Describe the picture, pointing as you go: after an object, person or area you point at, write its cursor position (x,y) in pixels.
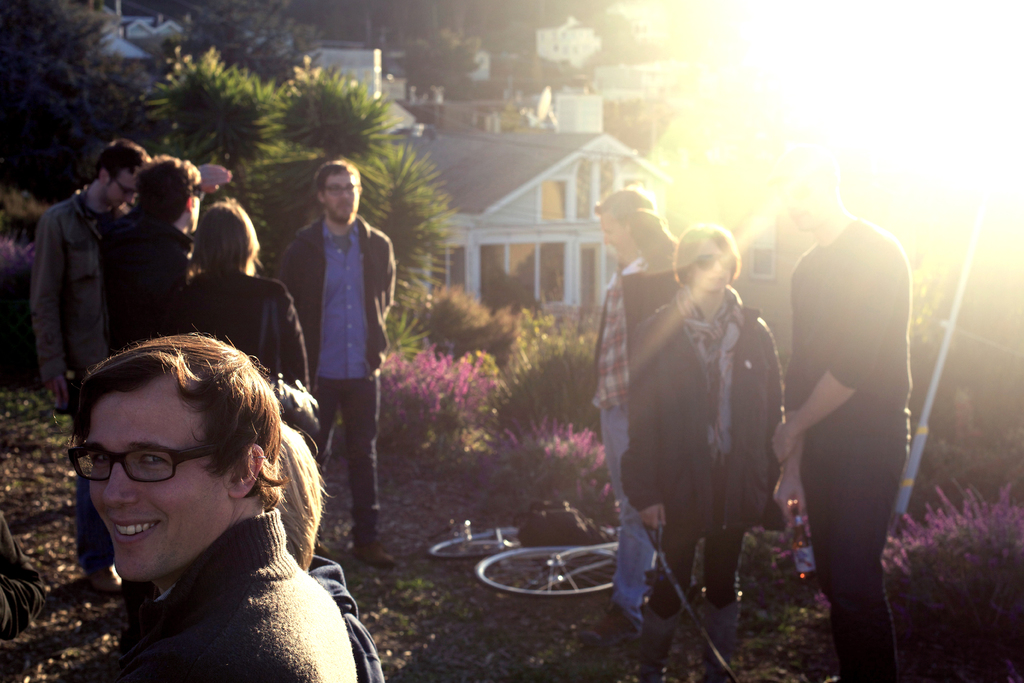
This picture is clicked outside. In the center (610,307) we can see the group of persons (200,546) standing on the ground (752,613) and there is a vehicle (569,548) lying on the ground (431,531) and we can see the plants (500,330), trees (3,136) and houses (455,188). In the background (936,42) there is a sunlight (873,39) and some trees (426,44).
